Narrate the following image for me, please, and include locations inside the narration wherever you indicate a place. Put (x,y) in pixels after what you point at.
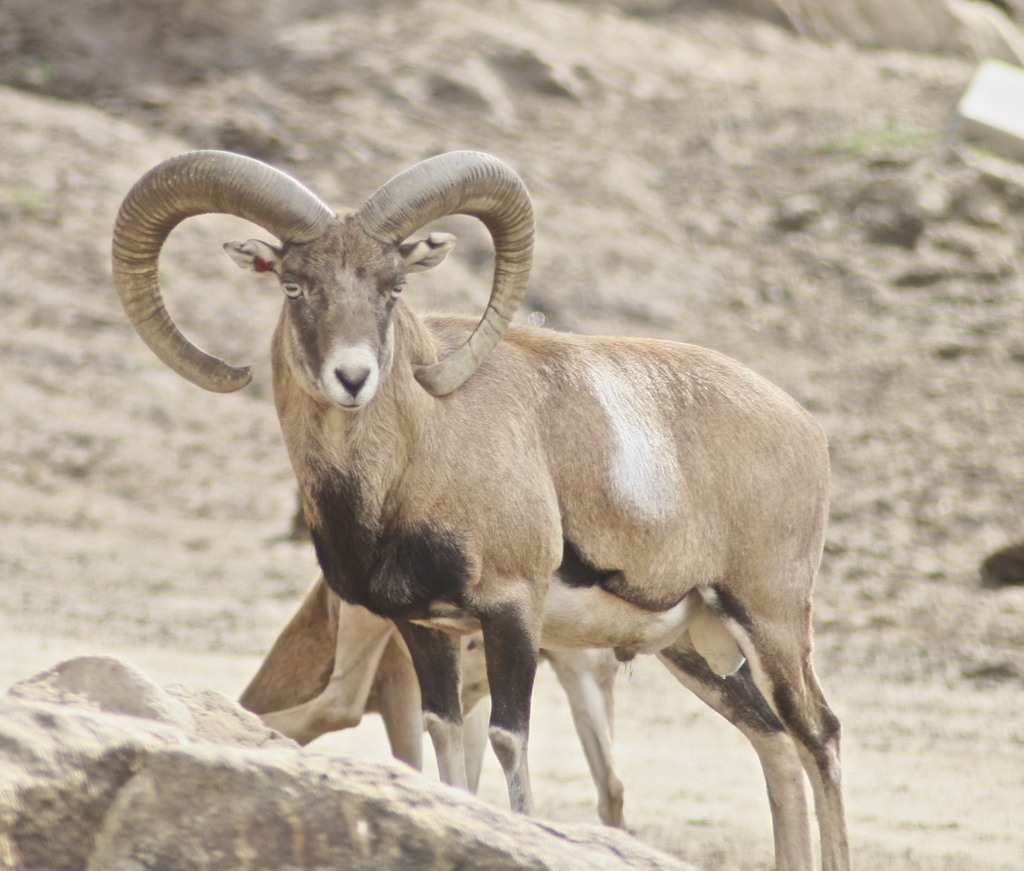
In this image we can see a goat (467,574) standing on the land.
